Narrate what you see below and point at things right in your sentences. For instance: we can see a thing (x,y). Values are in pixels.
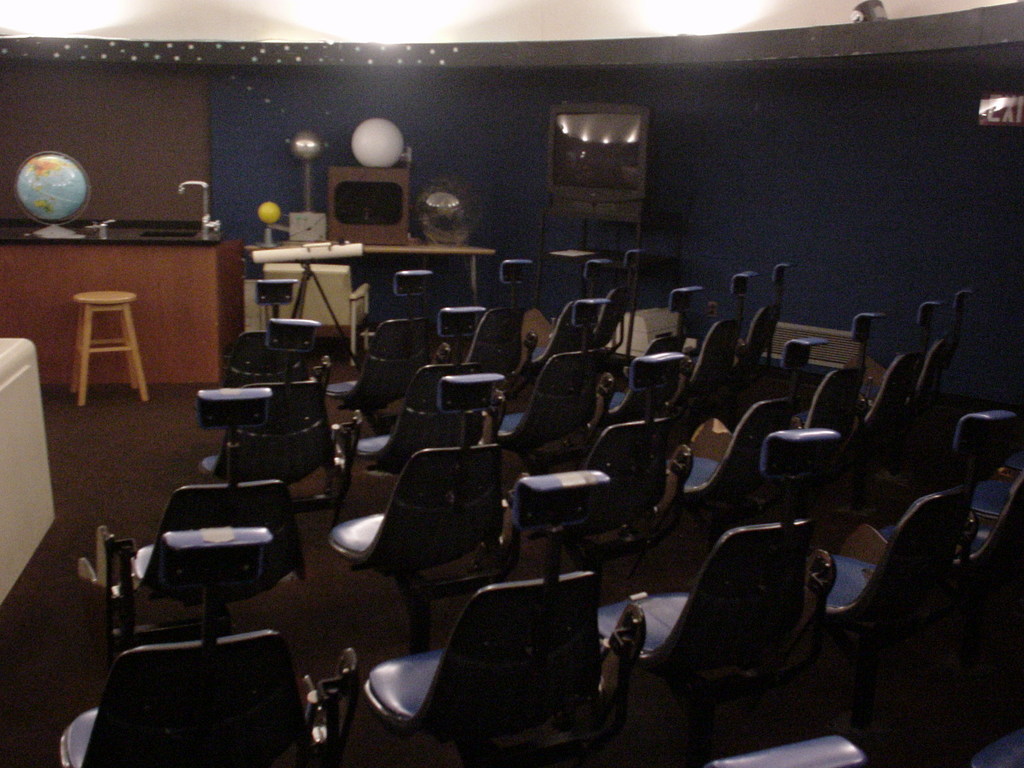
In this image, we can see chairs (790,481), a stool (79,359), globes (20,191) and some other objects (404,176) on the stands (93,238) and we can see lights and there is a wall (849,161).
